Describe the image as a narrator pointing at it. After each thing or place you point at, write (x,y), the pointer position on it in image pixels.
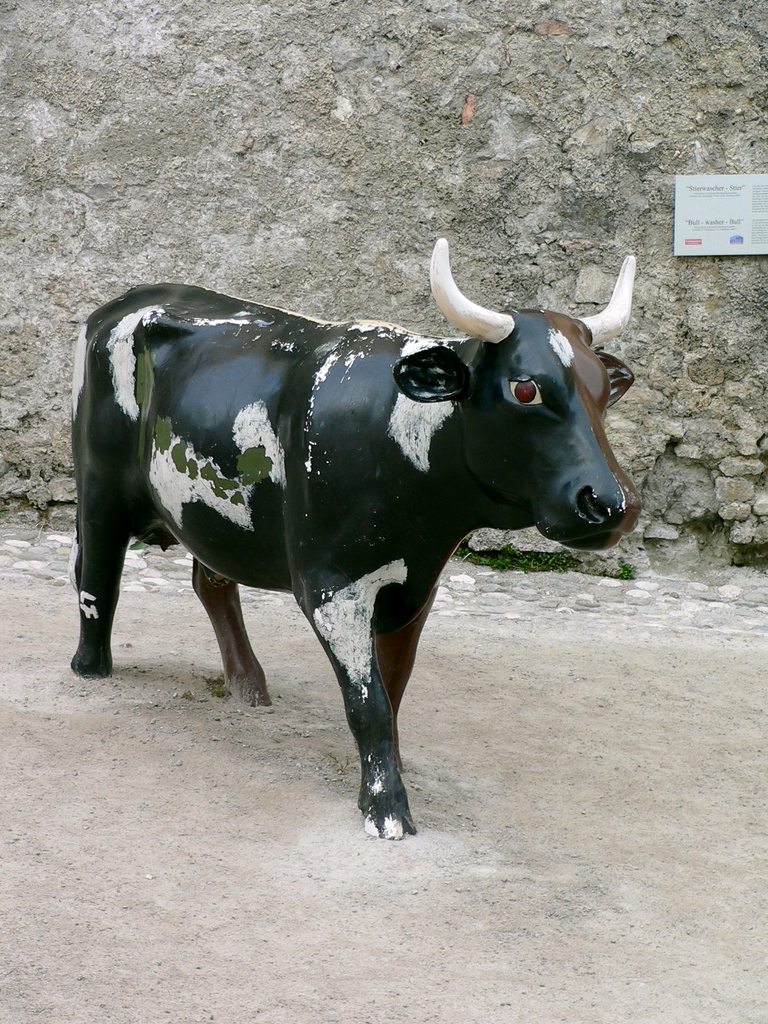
In this image there is a statue (219,420) of a cow (209,417), behind the statue (274,354) there is a wall (296,213).
